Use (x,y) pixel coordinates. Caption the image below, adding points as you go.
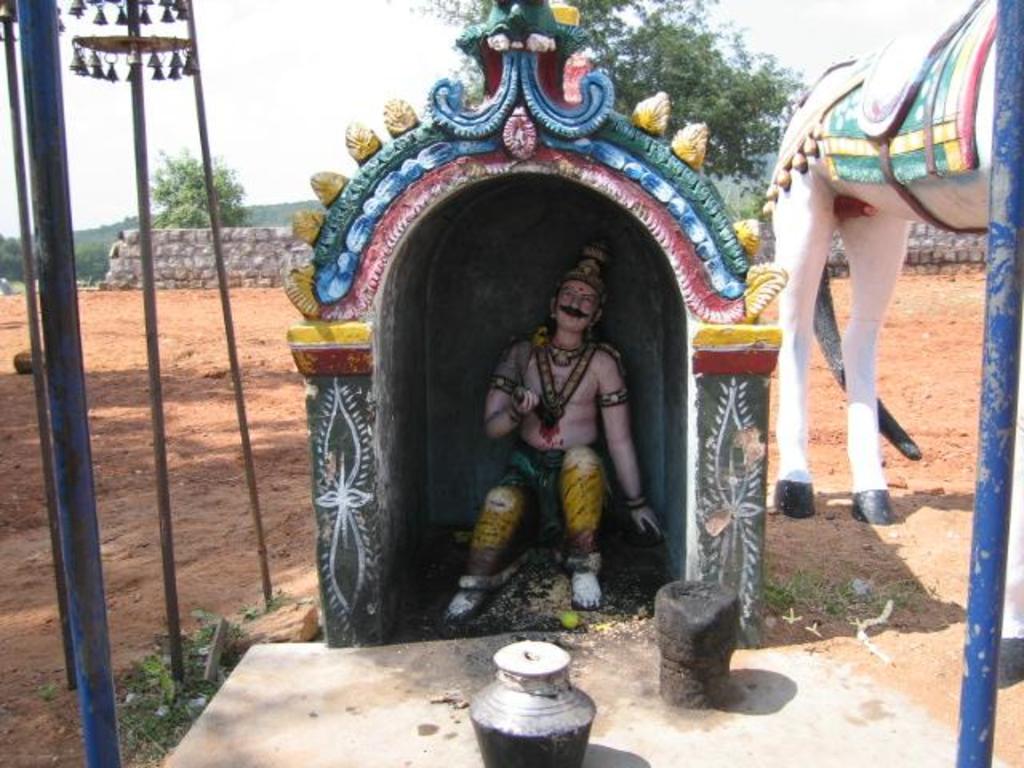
There is a statue (547,452) under a roof (648,219) and there is another statue (895,167) of an animal (893,185) and there are trees (693,89) and a fence wall (308,251) in the background (678,59).
